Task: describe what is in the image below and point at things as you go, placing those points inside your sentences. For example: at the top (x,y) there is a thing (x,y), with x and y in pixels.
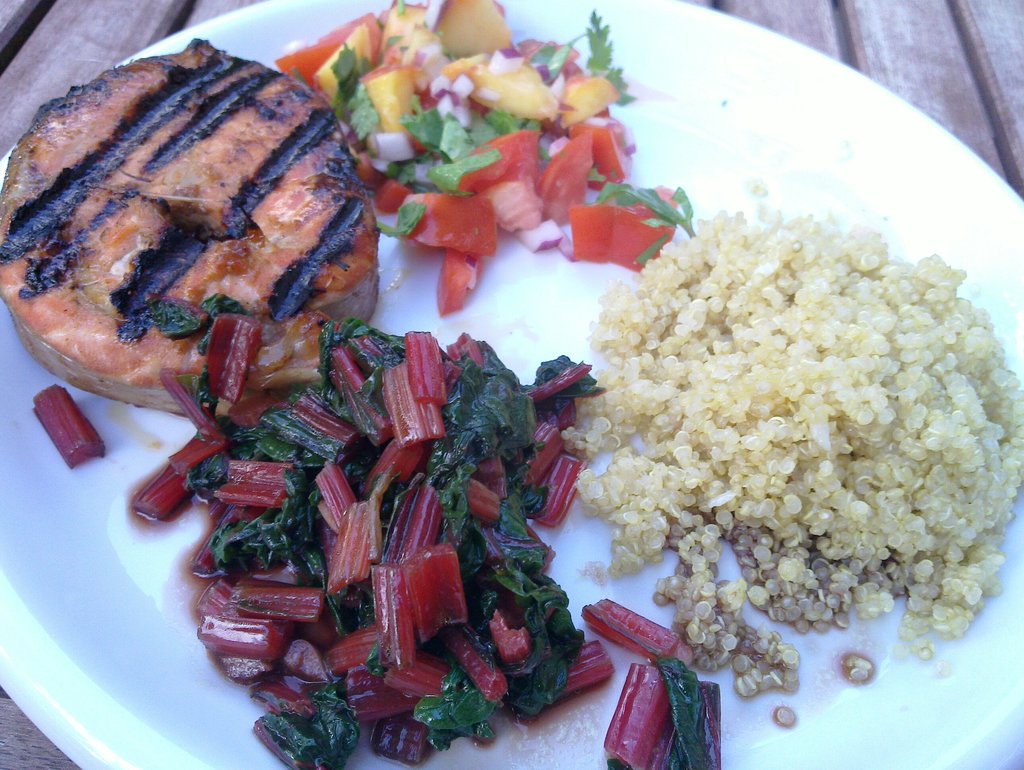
In the image there are some cooked vegetables (420,609), salad (477,77), a grilled food item (271,252) and other things (822,394) served on a plate (868,135) and kept on a table (8,67).
